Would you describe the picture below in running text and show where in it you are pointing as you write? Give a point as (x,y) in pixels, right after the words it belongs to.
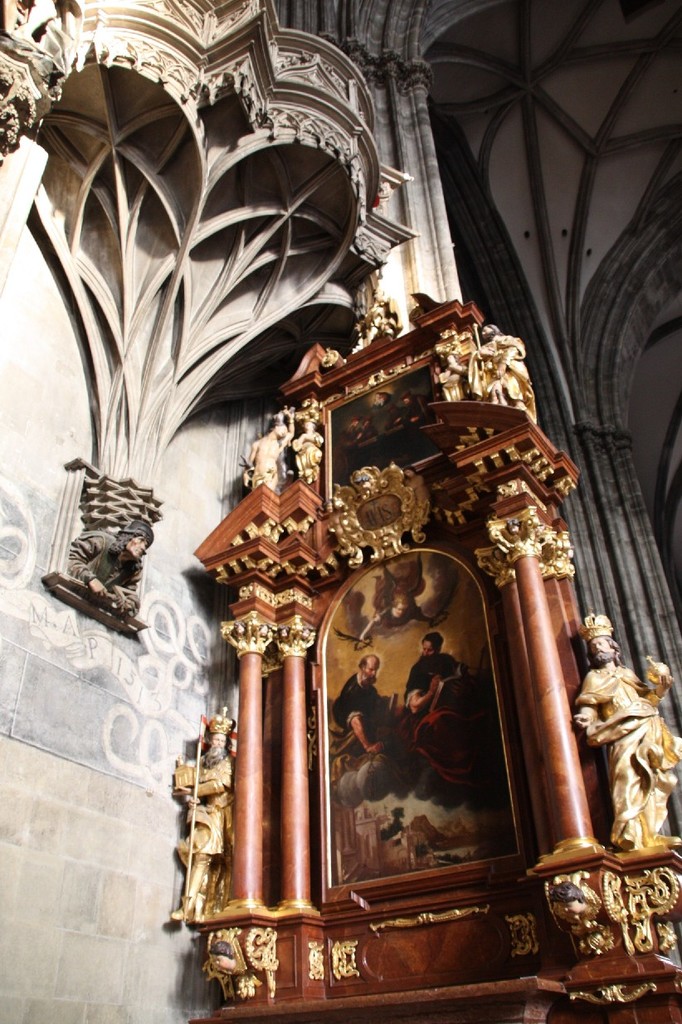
In the picture I can see a wall (151,776), sculptures (111,538) and a painting (403,762). In the painting (395,814) I can see people (438,712). The object (329,801) is brown in color which has golden color sculptures (625,814) attached to it.
